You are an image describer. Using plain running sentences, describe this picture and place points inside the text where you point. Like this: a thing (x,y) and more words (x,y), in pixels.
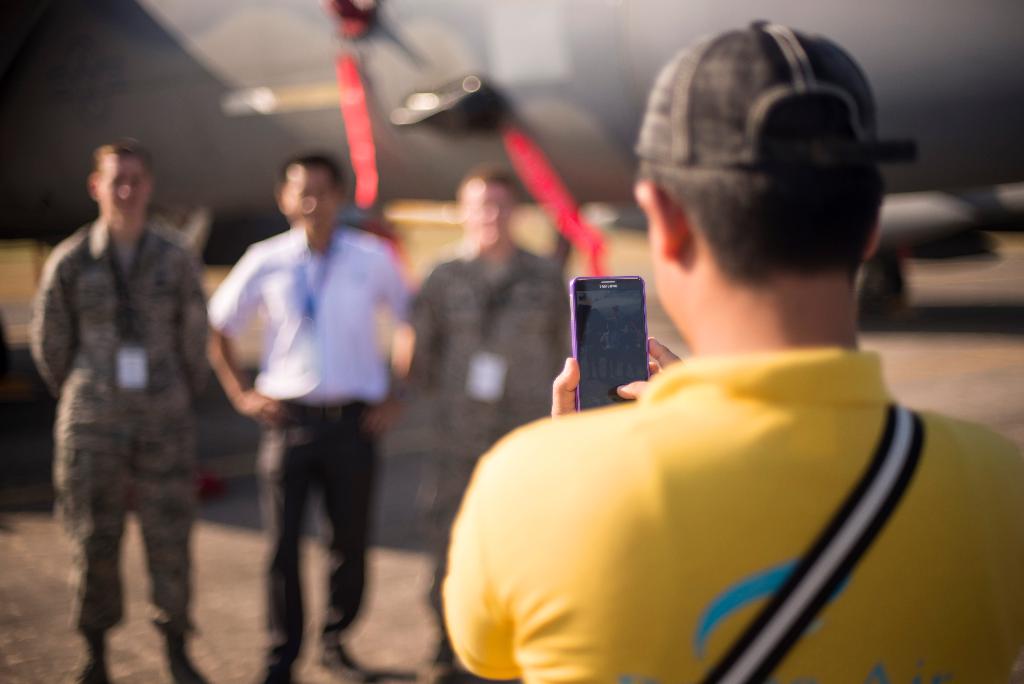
In this image in the right (765,492) a man (735,483) wearing a yellow t-shirt (755,416) and a cap (733,164) is holding a mobile (599,369). He is clicking picture of three persons (529,313) standing in front of him. there is an aeroplane (382,71) in the background (232,114).
